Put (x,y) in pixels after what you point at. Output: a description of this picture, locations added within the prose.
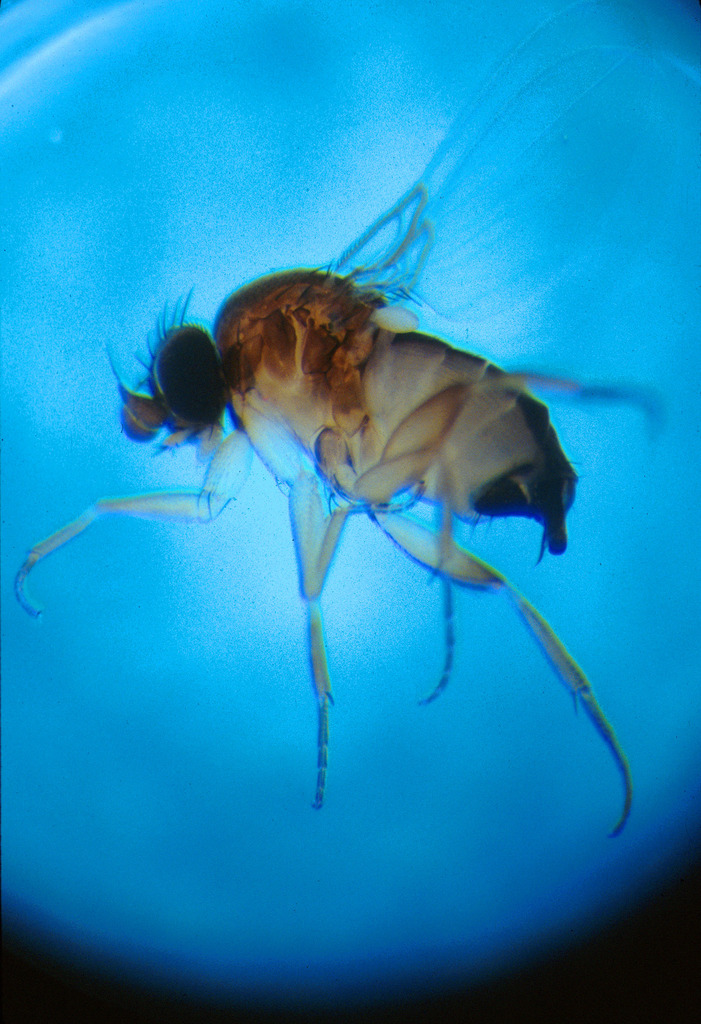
In this picture we can see a phorid fly (330,458) in the front (359,453), we can see a blue color background (246,106).
